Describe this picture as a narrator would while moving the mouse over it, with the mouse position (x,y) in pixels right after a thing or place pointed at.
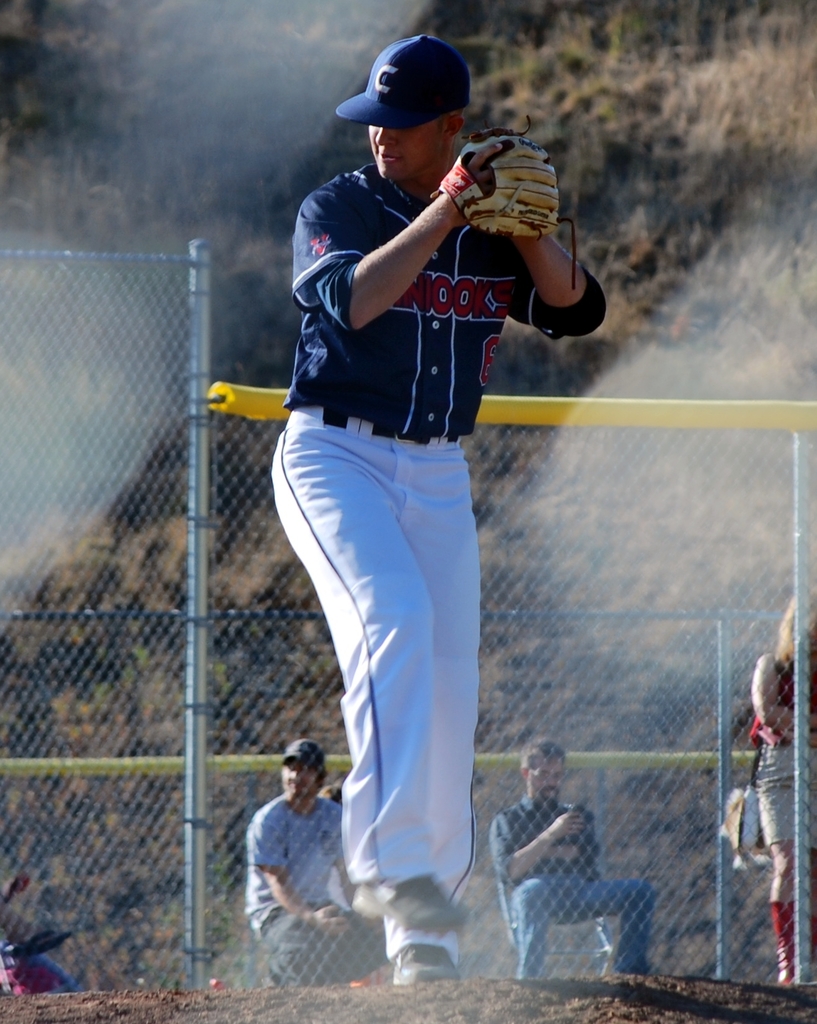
This picture shows a man (591,307) standing and he wore cap (411,82) on his head (408,138) and glove (467,212) to his hand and we see few people (530,902) seated on the chairs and a woman (790,820) standing she wore a bag (756,762) and we see a metal fence (726,591) and a hill (632,234) on the back (721,162).
